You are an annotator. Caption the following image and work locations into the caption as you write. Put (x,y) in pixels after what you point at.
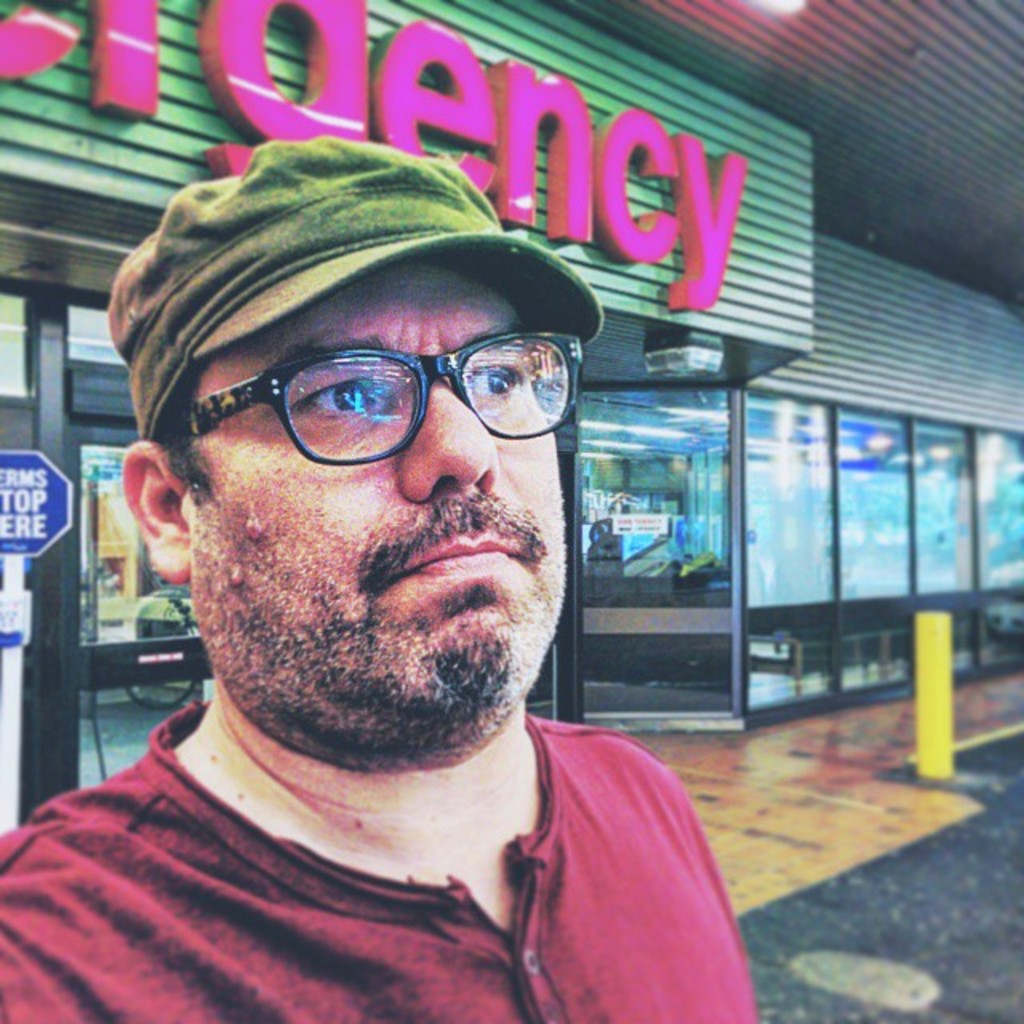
In this image I can see a man (372,771) in the front (385,903). I can see he is wearing maroon colour t shirt (150,812), a specs (303,405) and a cap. Behind him I can see a building (733,388), number of boards (285,101), doors (52,649) and on these boards (291,68) I can see something is written.
